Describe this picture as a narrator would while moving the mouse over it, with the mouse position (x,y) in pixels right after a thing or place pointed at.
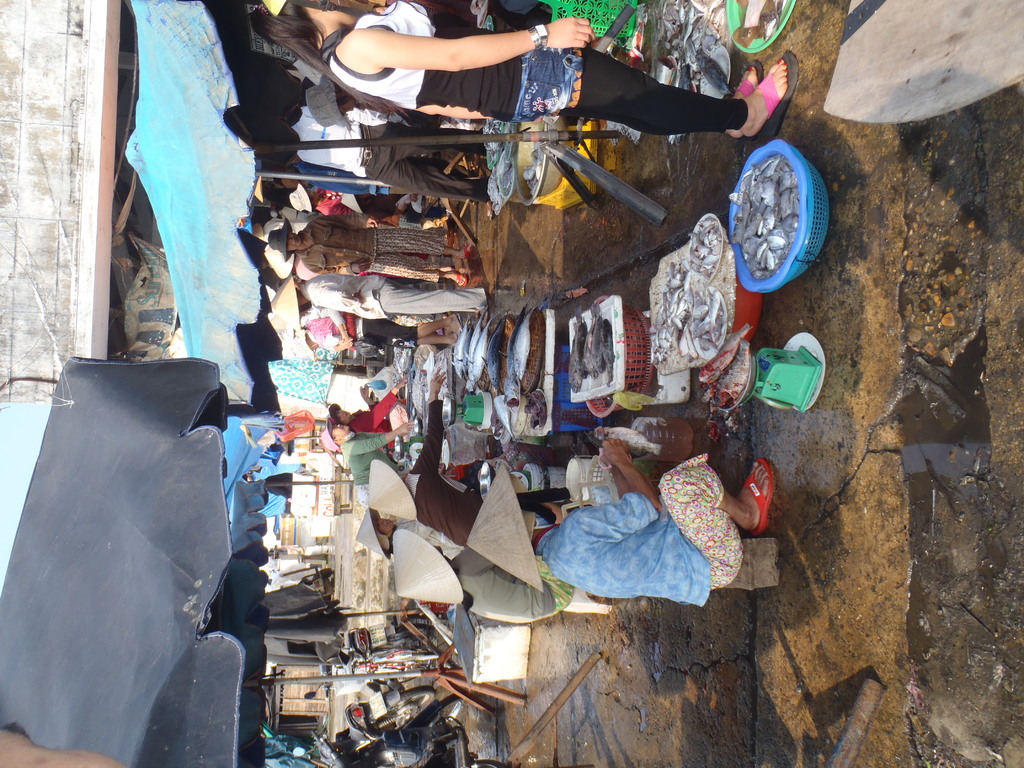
In this image I can see number of people (335,184) where few are standing and few are sitting. I can also see number of containers (537,321) on the top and in the centre of this image (432,368). In these containers (565,358) and on the few boards (527,403) I can see number of fish (510,401). On the left side of this image (271,486) I can see few tents (210,437) and on the bottom side (429,691) I can see few vehicles (400,696).
